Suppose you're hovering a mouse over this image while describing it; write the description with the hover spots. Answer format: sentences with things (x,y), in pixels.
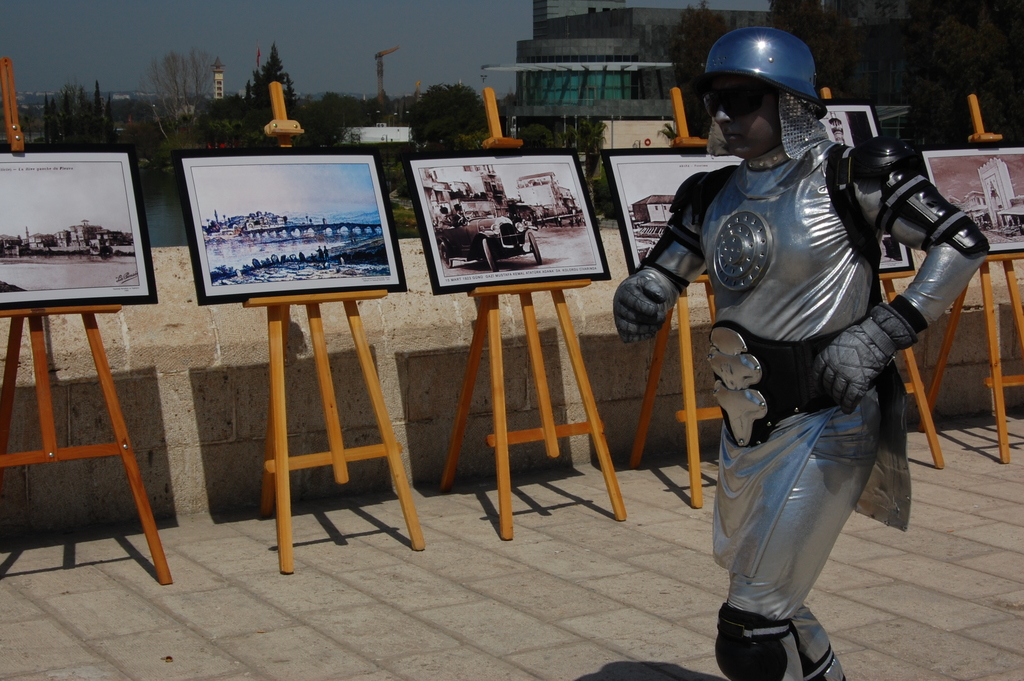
In this image there is a person (788,641) walking on the floor (589,664). He is wearing goggles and helmet (781,64). He is wearing a robotic dress (789,376). There are few stands (527,304) having few picture frames (505,238) kept on it. Right side there is a building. Left side (219,105) there are few trees (38,128). Behind there is a tower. Top of the image (232,62) there is sky (293,36).
